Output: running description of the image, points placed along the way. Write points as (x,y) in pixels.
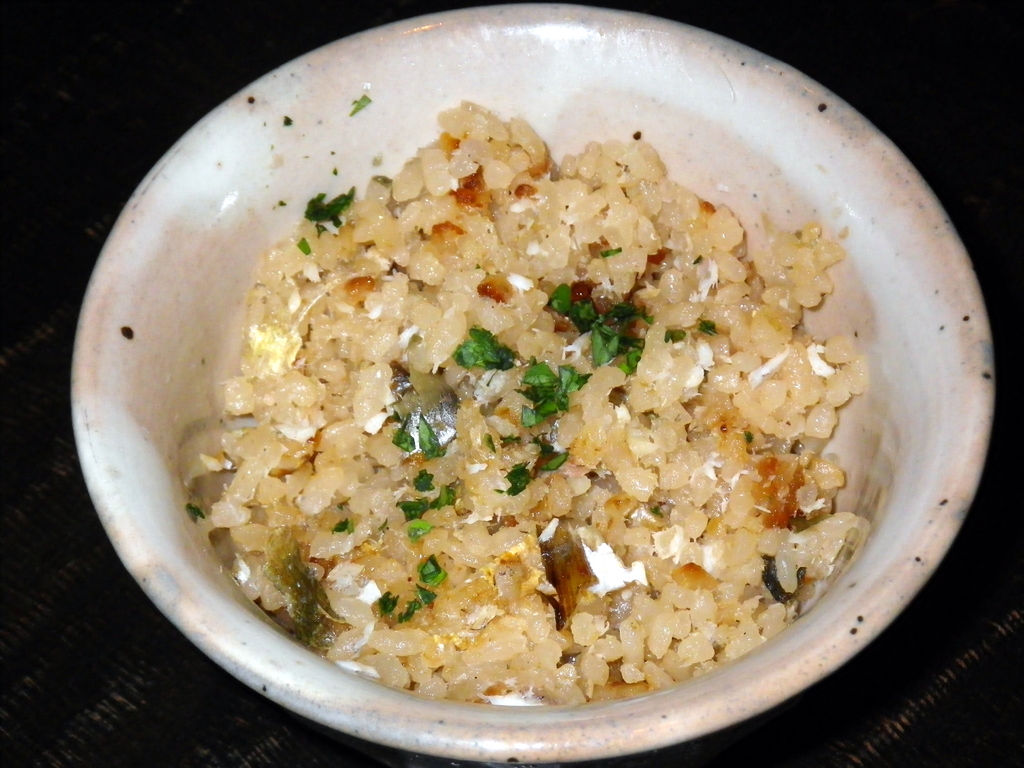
In this image, we can see food (653,464) in the plate (816,638) which is placed on the table (916,682).
